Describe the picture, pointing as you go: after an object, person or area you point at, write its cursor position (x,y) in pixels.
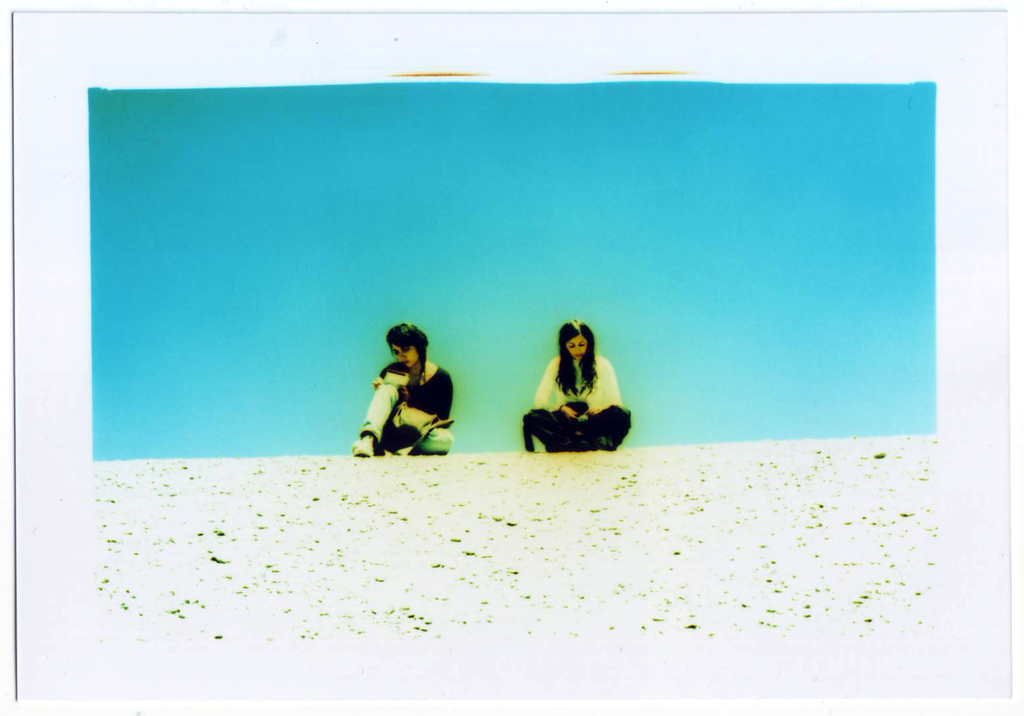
Middle of the image (622,407) we can see two people (378,407). Background (328,248) it is in blue color.
